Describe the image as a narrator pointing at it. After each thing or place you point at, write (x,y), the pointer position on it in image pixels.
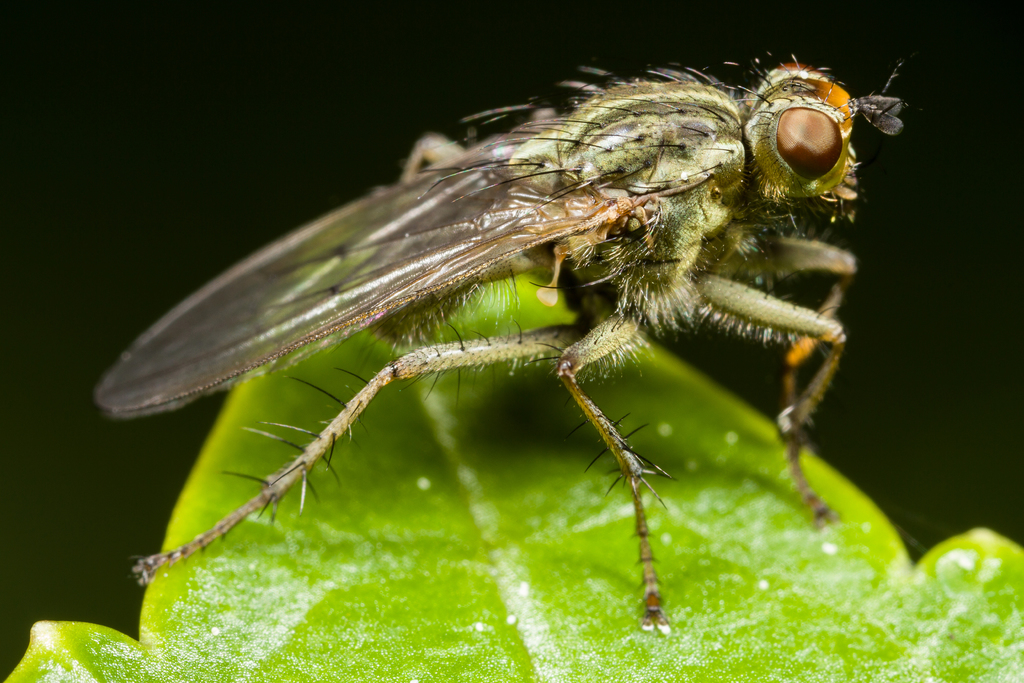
In this picture, we see an insect (592,199) which looks like a housefly (532,244) is on the green color leaf (521,532). In the background (21,448), it is black in color.
